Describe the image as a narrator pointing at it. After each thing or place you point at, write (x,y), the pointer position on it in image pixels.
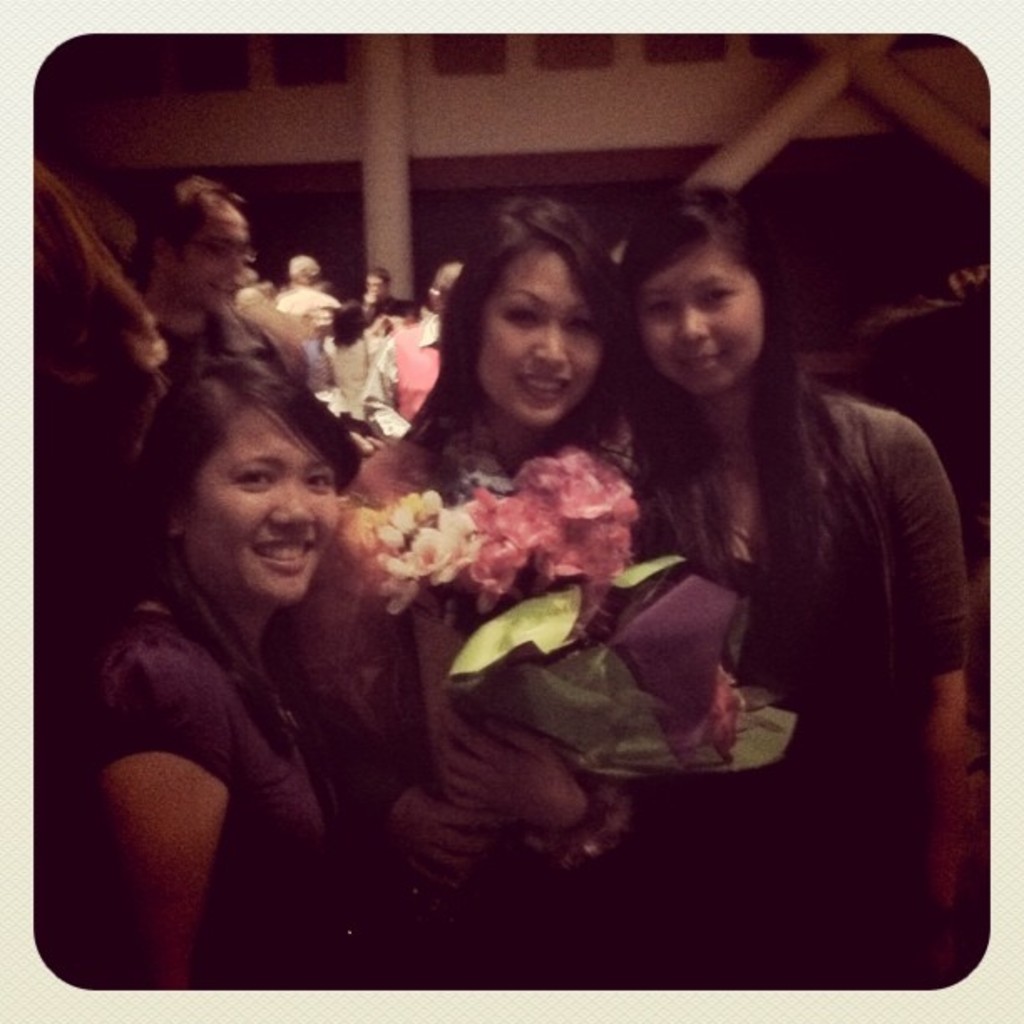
In the background (953,111) we can see the poles (792,117) and the people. In this picture we can see the women (266,604) are standing and smiling. Among them a woman (453,451) is holding a flower bouquet (436,558). Borders (23,843) of the image are in white color.
